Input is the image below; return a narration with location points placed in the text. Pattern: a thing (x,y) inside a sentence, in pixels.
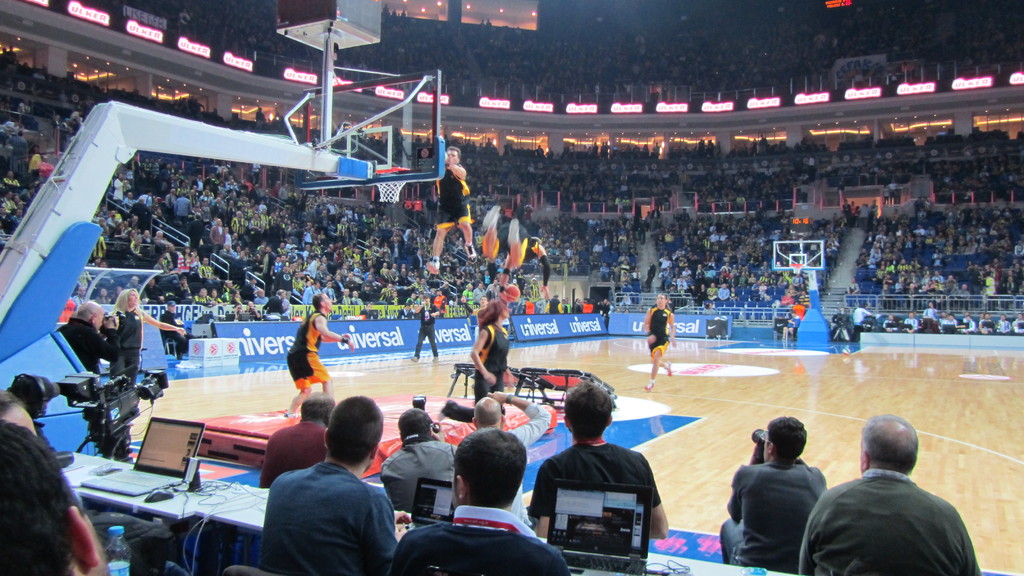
In this picture I can see the basketball stadium (388,106) in front, where I can see number of people (501,176) sitting and standing and in the middle of this picture (612,342), I can see the basketball court (630,386) where I can see few men (647,388) and women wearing jerseys (661,311). On the bottom side of this picture (232,504) I can see a table (71,478) on which there are laptops (130,489) and wires (243,488). On the top of this picture (96,77) I can see the lights (109,65).
